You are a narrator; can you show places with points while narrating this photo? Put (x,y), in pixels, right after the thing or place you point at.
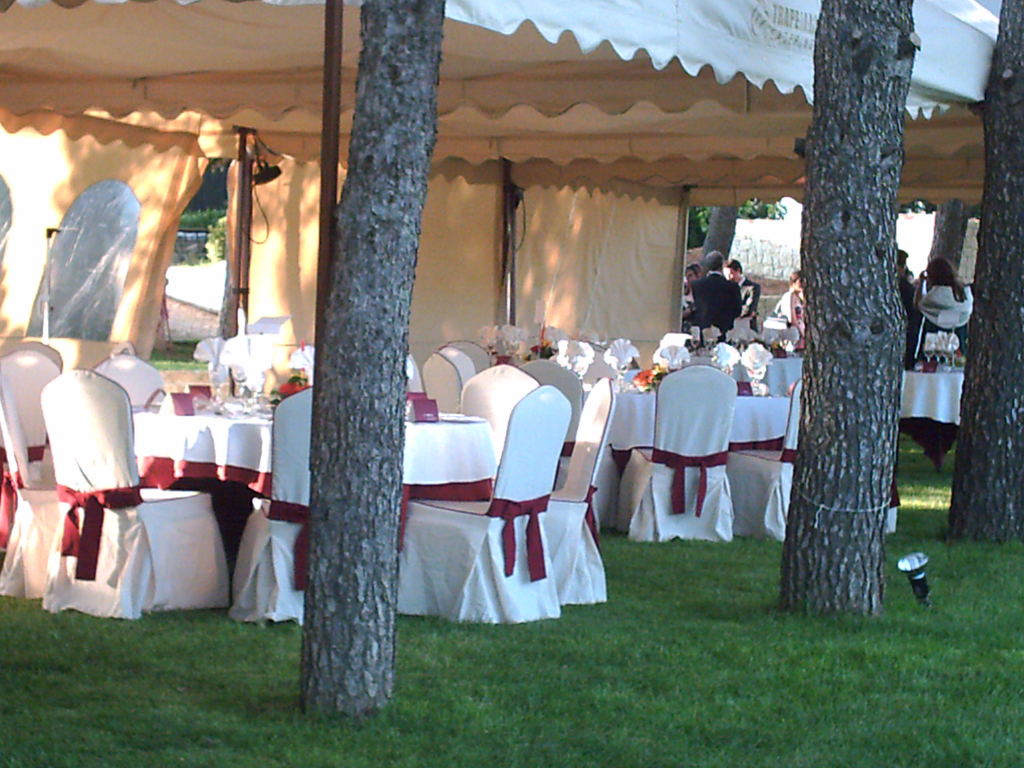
In this image I can see few chairs (504,477) and tables (491,454). They are covered with white and red color cloth (529,481). We can see tissues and some objects (423,411) on the table (438,428). Back Side I can see few people (686,292). We can see trees (885,445) and light (915,587).
